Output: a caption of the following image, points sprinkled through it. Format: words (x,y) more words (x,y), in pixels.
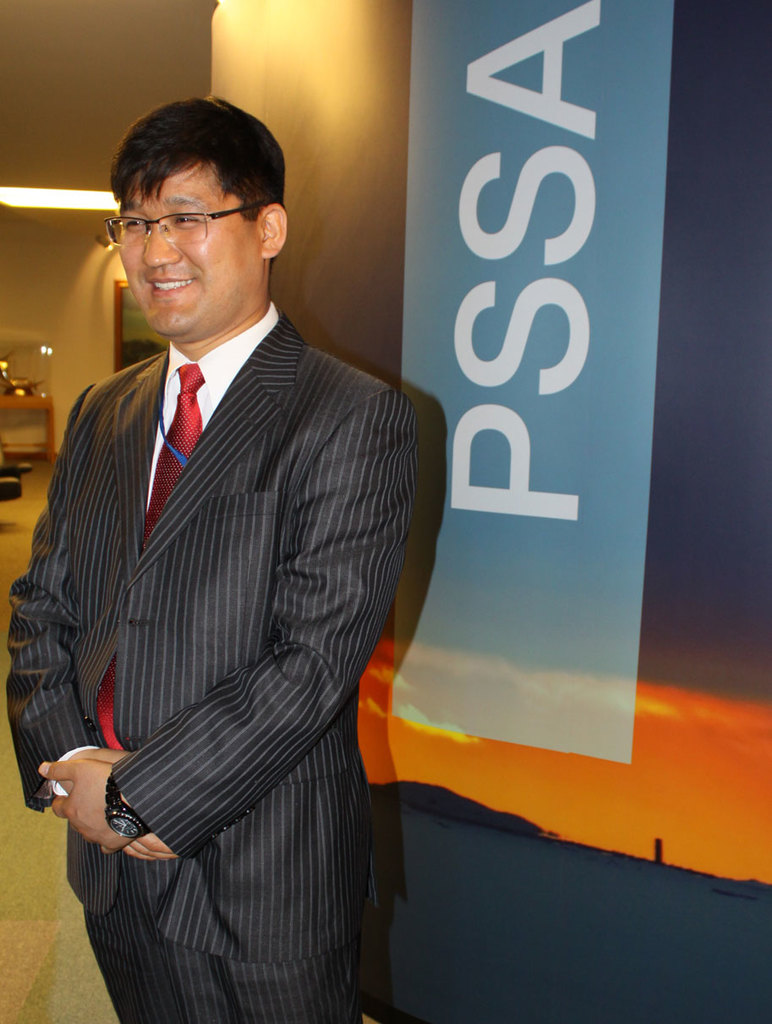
This image is taken indoors. In the background (71,258) there is a wall (87,335) with a picture frame (122,335) on it. There are a few objects (18,395) and there is a light (53,198). There is a banner (556,661) with a text (480,415) on it. In the middle of the image (280,381) a man (152,885) is standing and he is with a smiling face (159,310).
